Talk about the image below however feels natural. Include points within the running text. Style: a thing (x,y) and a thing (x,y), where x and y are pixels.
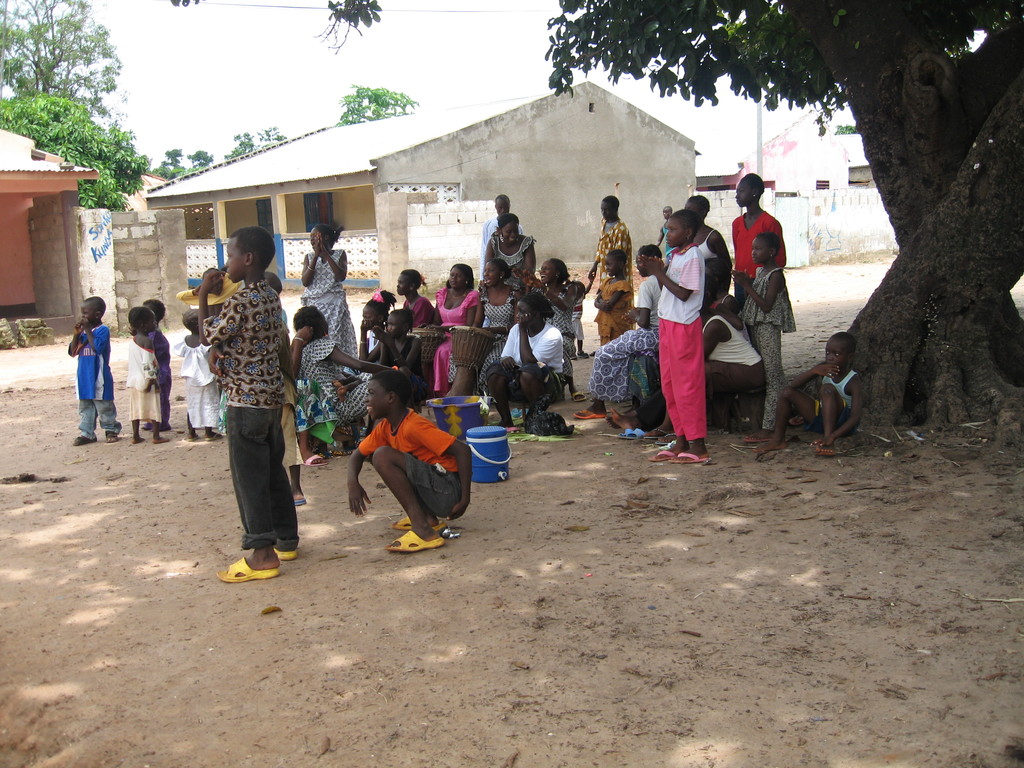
In this image, we can see a group of people (678,374). Few are sitting and standing. Here we can see bucket (458,423), can (480,465), trees (983,359), houses (820,174), walls (433,232) and pillars (71,305). Top of the image (340,75), there is a sky (438,63).
